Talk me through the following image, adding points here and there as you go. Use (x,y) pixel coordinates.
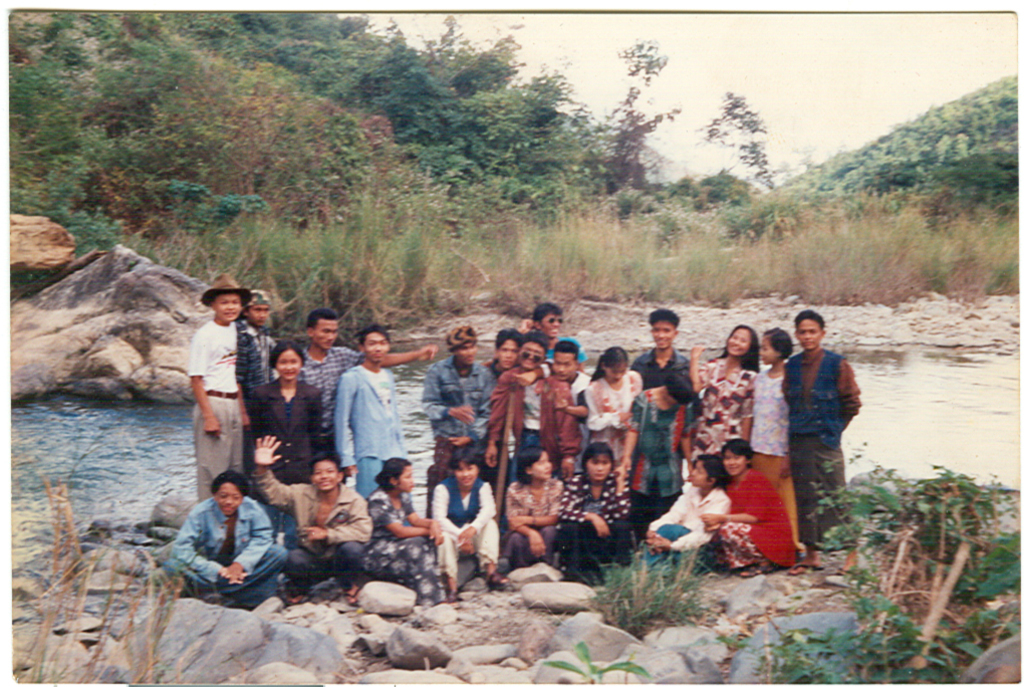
This is a photograph. In this we can see few persons (515,557) are sitting on the stones (97,568) and behind them few persons (240,320) are standing and among them a boy (198,358) is having a hat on his head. In the background (175,478) we can see water (884,438), grass (586,264), stones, plants (80,217), trees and sky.
